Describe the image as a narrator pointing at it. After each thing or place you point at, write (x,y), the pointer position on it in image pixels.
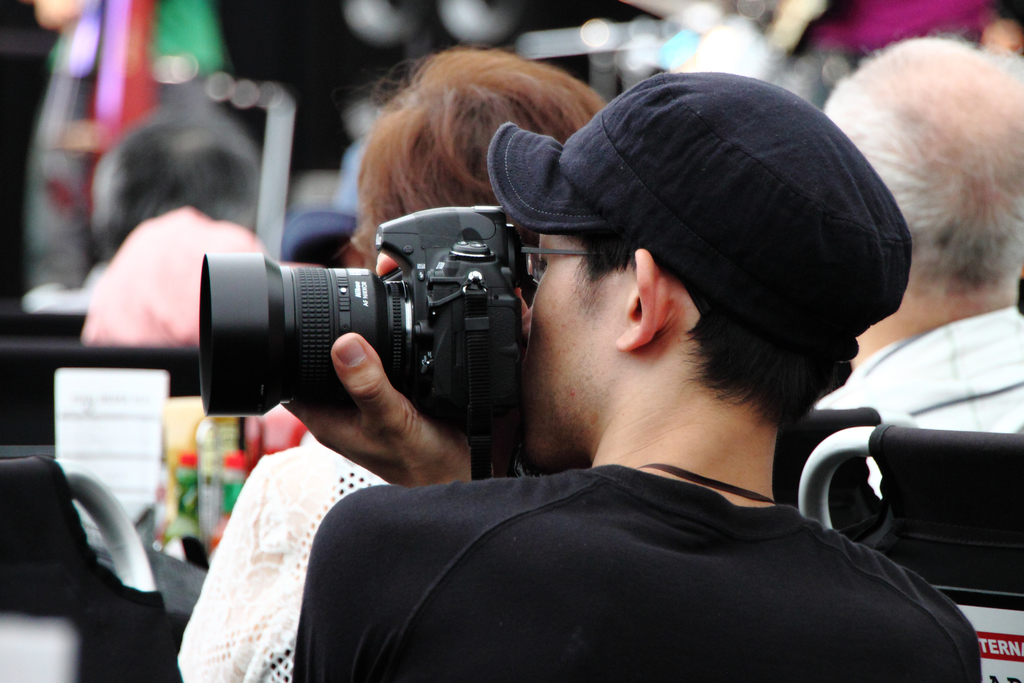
In this image there is a person (641,443) wearing black color T-shirt (615,574) and black color cap (641,243) holding a camera (448,294) in his left hand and at the background (833,93) there are group of persons (169,178).
